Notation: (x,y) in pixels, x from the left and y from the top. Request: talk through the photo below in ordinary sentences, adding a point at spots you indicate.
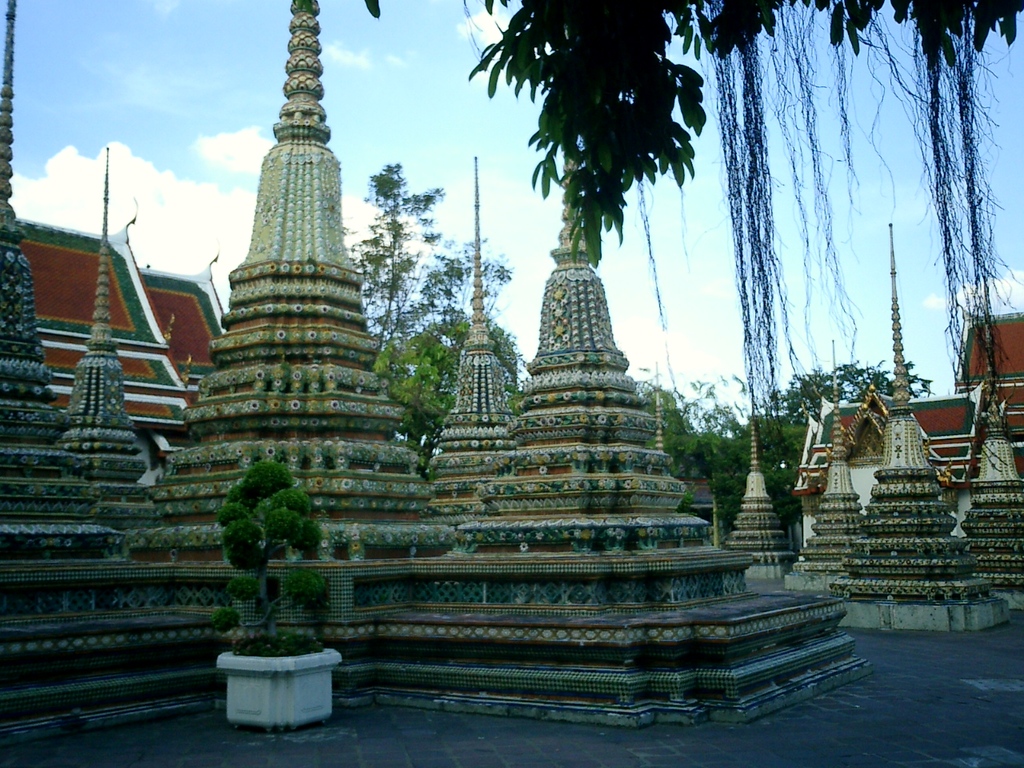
In this picture we can see architecture pillars (366,443), potted plants (288,663), behind we can see some trees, buildings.
